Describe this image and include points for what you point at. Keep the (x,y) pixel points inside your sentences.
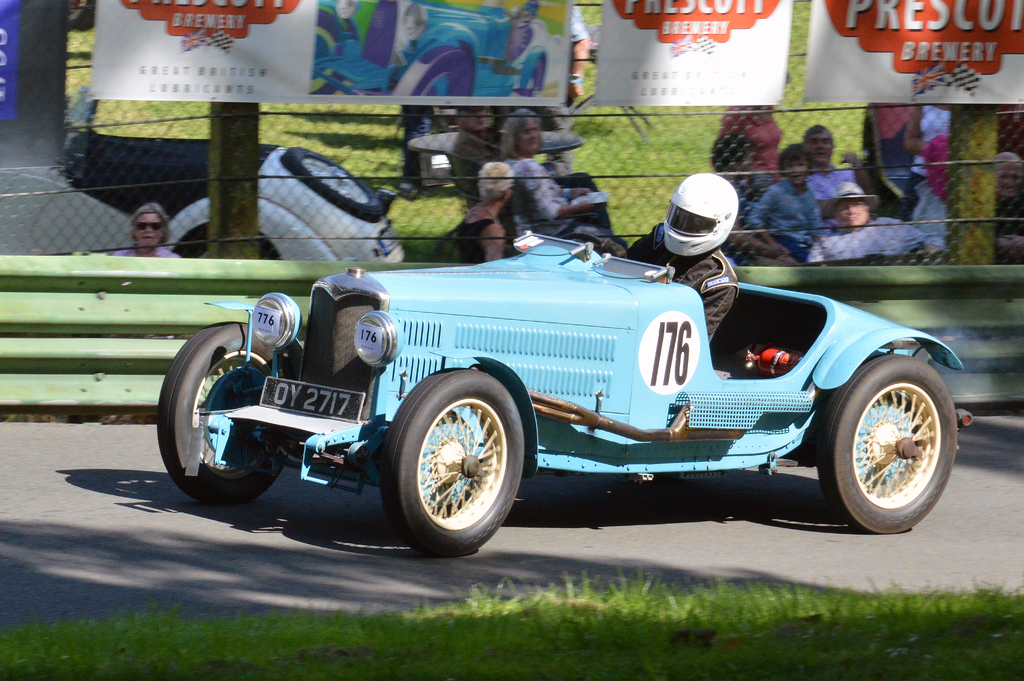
This image is clicked outside. There is a vehicle (551,374) in the middle (502,441). This vehicle (502,441) consists of tyres (468,388), number plates (297,384), lights (392,332), and a person (708,255) is in that vehicle (670,357). The person (726,206) is wearing a helmet (726,209). There is a net (126,177) behind him and on that net (851,167) there are some boards (874,50). There are so many people (861,198) who are watching this. they are outside that. there is grass (259,626) in the bottom (541,597).
